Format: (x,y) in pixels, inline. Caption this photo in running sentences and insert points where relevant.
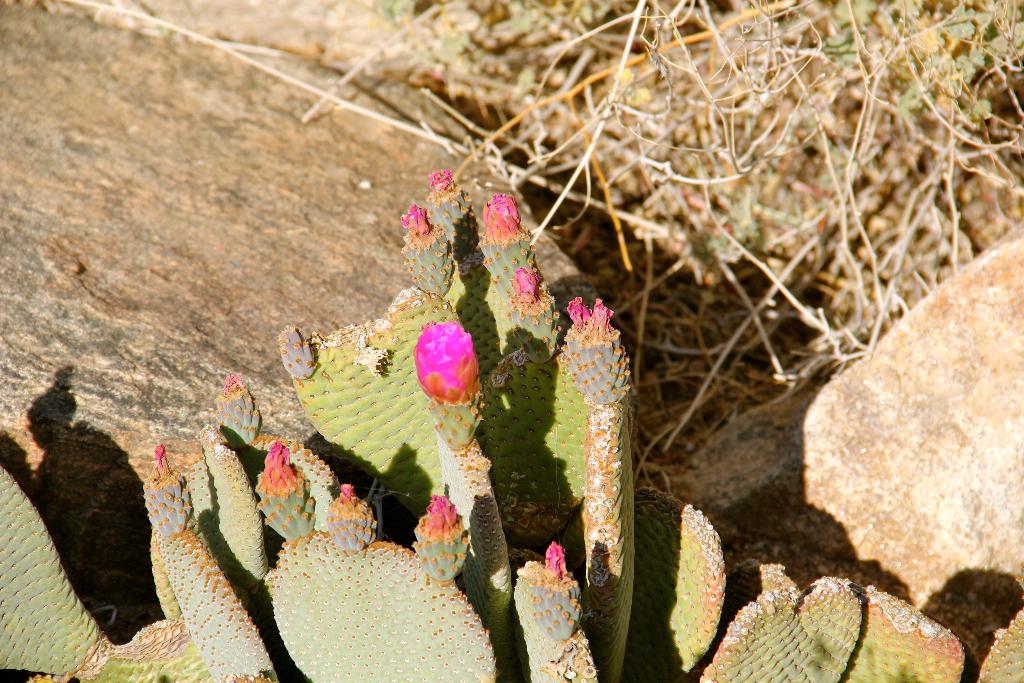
In this picture we can see the cactus plants (456,443) with flowers (484,214). Behind the cactus plants (436,368) there are rocks (957,432) and branches (706,138).
